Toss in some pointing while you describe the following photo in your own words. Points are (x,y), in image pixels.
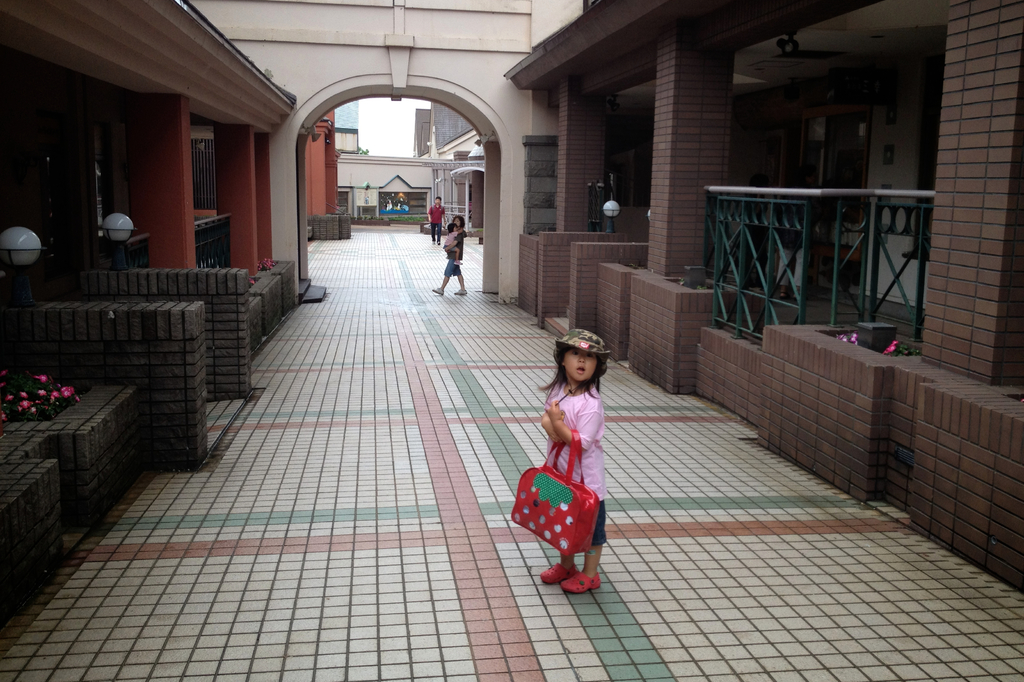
In this picture we can see a girl (601,485) with the red bag (567,510) is standing on the path (584,561). On the left (36,483) and right side of the girl (560,407), there are walls (48,478) with the iron fence (199,231) and lights (106,227). Behind the girl (569,417), there are two people (456,221) walking, buildings (433,187) and a sky (386,149).
